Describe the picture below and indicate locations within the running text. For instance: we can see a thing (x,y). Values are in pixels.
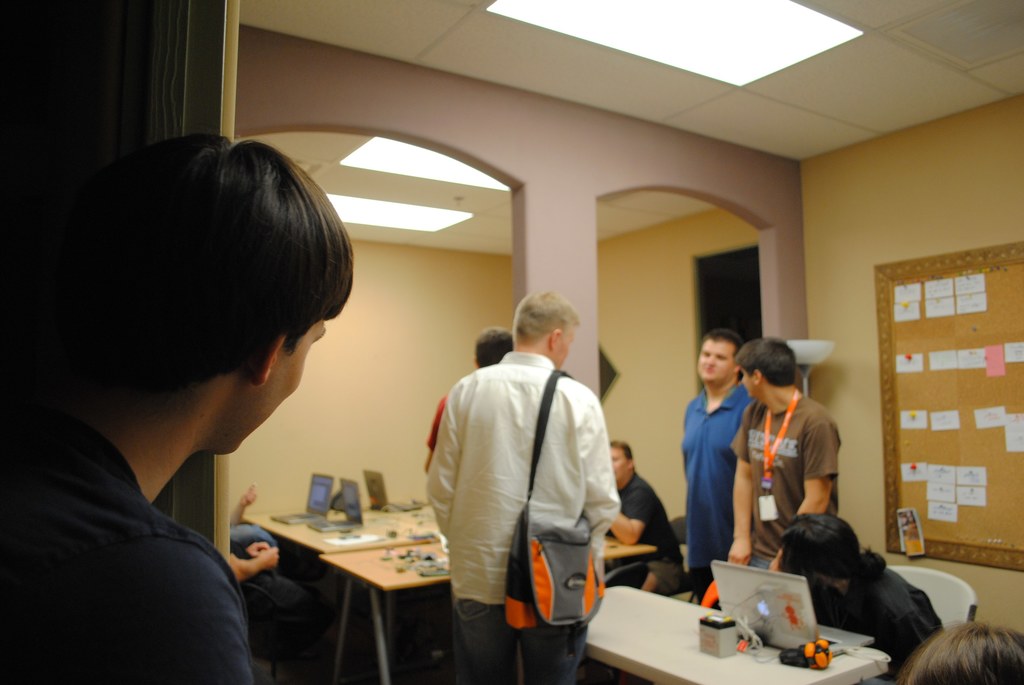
At the top (572,59) we can see ceiling (741,126) and lights (709,15). Here we can see persons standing near to the table (762,655) and few are sitting on chairs (673,524) in front of a table (785,675) and on the table (776,660) we can see laptop (780,643). We can see a board (982,313) with few sticky notes (912,293) over a wall (908,223). At the left side of the picture (211,317) we can see one man (164,481) standing.
